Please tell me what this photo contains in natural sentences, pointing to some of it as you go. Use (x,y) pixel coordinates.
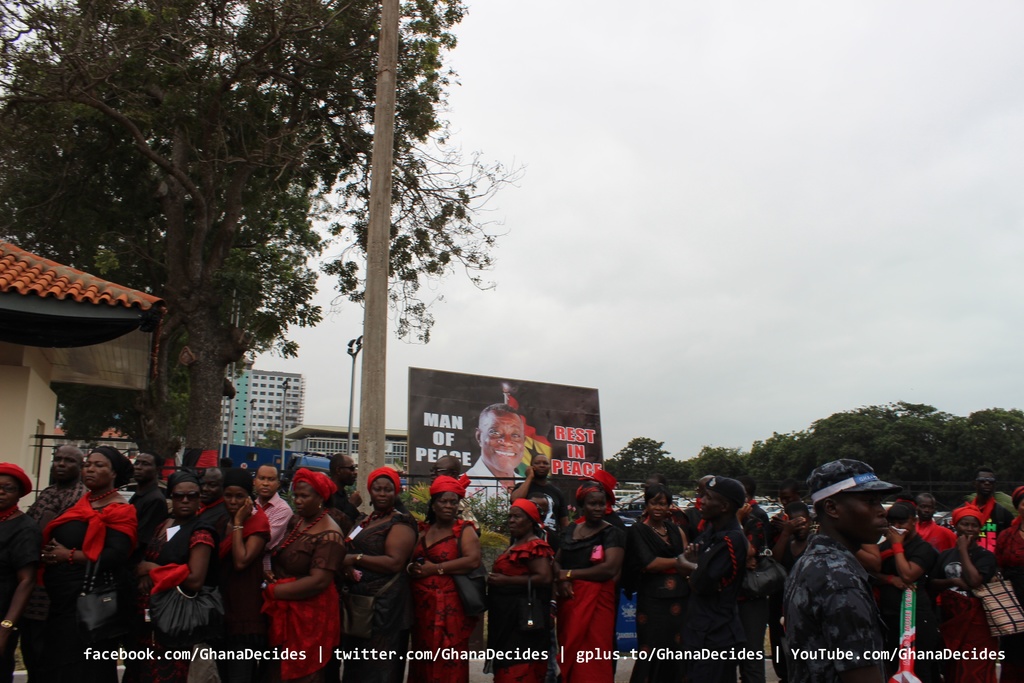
In this picture we can see a group of people (659,580), vehicles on the ground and in the background (515,450) we can see a banner (515,424), trees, sky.
